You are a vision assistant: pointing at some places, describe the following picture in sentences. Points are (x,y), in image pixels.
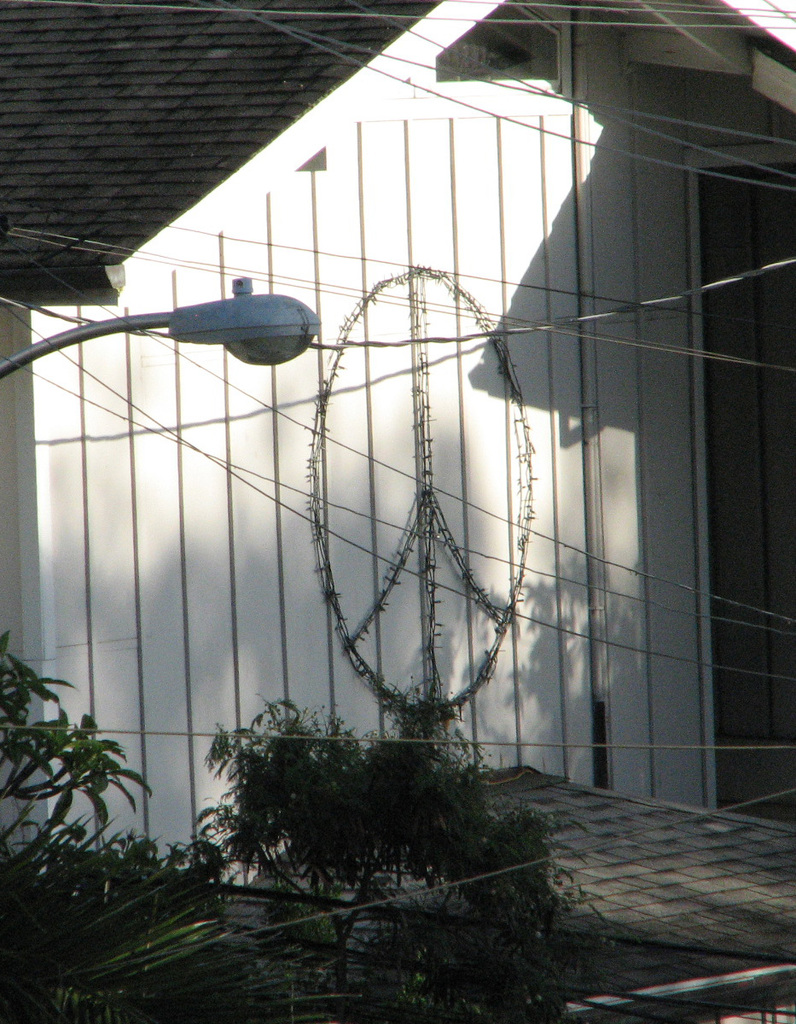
In this picture I can see few plants (382,772) in front (35,690) and I can see a building (447,446) and on the wall (488,426) I can see a logo (399,281). I can also see few wires (775,616) and a light pole (206,314).
